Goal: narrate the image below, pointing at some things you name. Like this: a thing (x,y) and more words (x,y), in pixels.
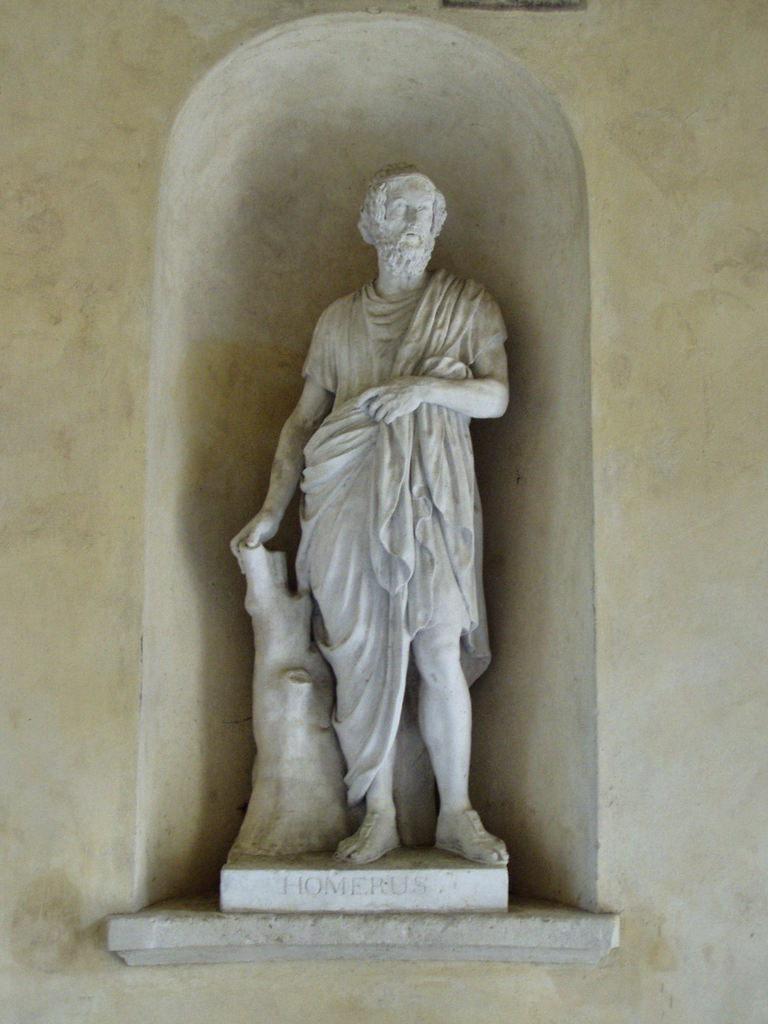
In this image we can see a statue (419,657) of a person (459,516) and some text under it. We can also see a wall (43,482).
